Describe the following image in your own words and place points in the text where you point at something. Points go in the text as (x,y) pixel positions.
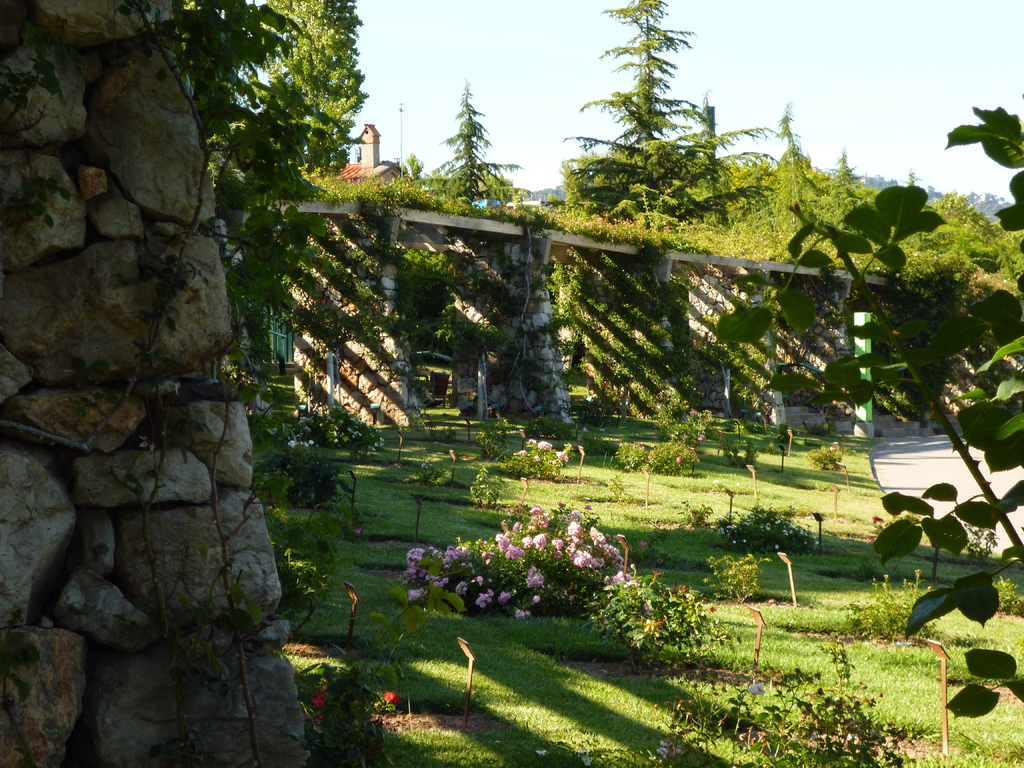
In this image we can see a group of plants (620,451), flowers (644,540), metal stands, the walls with stones (272,565), a group of trees (979,221), a building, pole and the sky (792,73) which looks clear.
